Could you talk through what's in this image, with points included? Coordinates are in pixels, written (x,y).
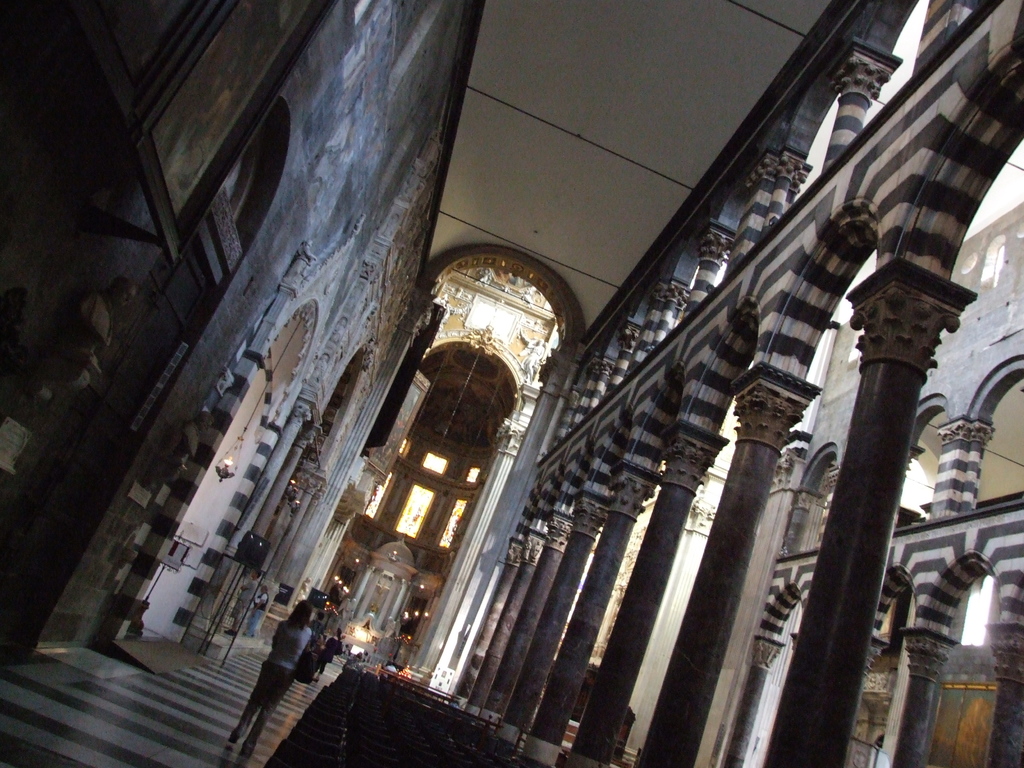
In this image there are a few people (270,694) walking in the corridor (79,683) in the building (150,532), beside them there are statues (177,447) and lamps (228,477) on the walls (160,410), on the other side there are pillars (657,631).
